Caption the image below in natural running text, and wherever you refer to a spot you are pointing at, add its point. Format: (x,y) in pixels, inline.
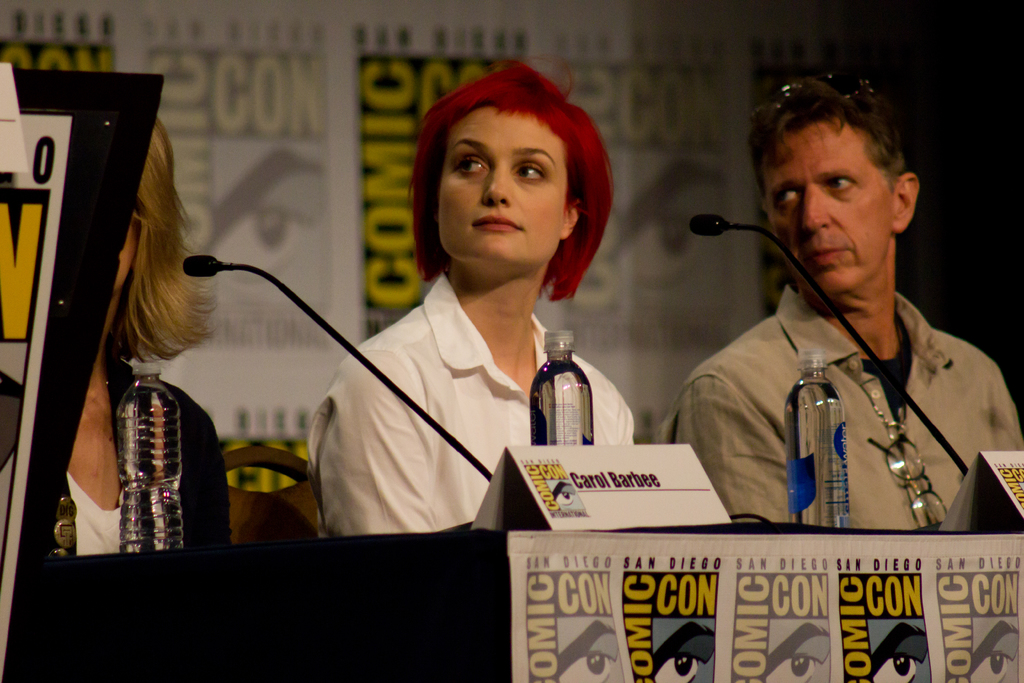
In this image I can see a man (947,391) and two women (181,435) are sitting on chairs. I can also see few mics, few bottles (563,355) and I can see comic con is written at many places.
